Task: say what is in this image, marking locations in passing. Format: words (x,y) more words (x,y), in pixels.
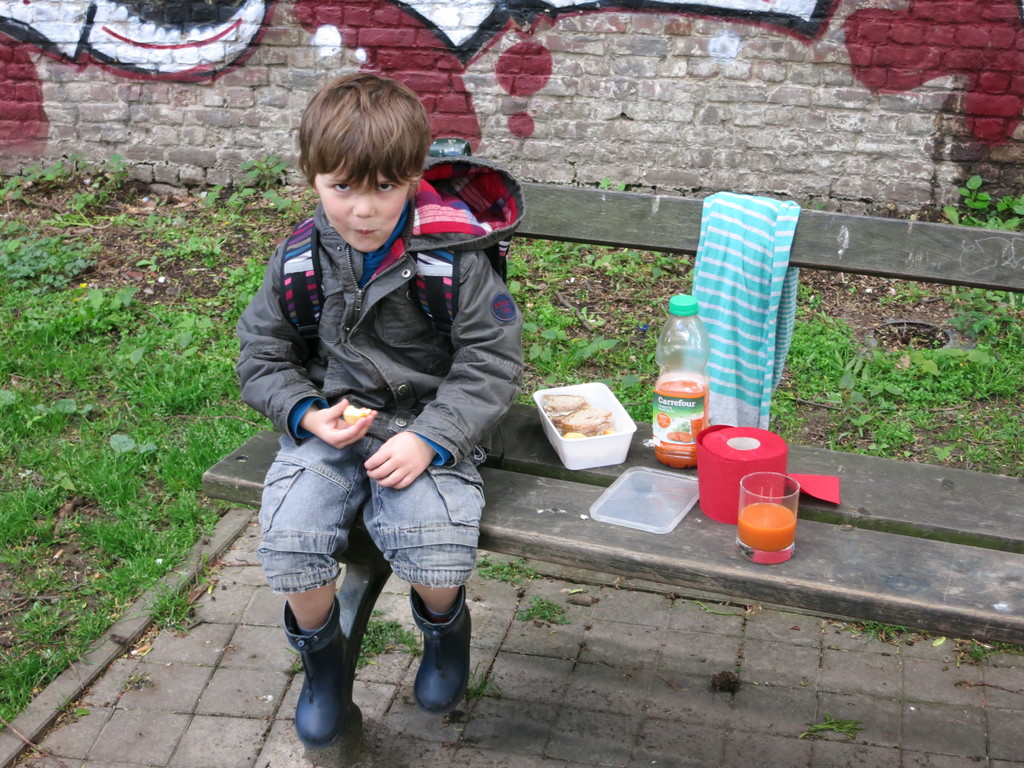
In this image there is a child (387,361) sitting on the bench (700,521), beside him there is a food (575,424) in the box (609,438), bottle (686,461) and a juice (785,543) in the glass (787,508). On the bench (800,537) there is a towel (736,243) and there is a surface of grass (57,316) and small plants (28,256). In the background (219,89) there is a wall (260,78) with a painting (549,70) on it.
